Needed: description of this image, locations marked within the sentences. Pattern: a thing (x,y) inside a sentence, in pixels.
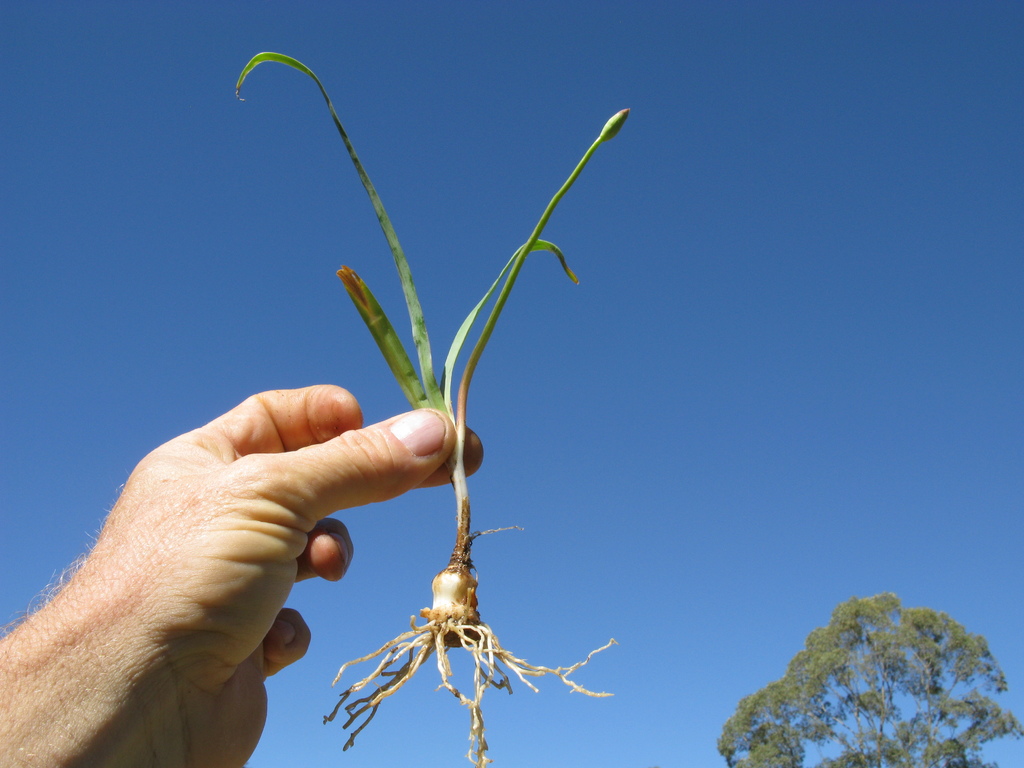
In this image there is a hand (381,423) holding a plant (454,588), in the background (849,711) there is a tree (870,694) and the sky (519,329).
